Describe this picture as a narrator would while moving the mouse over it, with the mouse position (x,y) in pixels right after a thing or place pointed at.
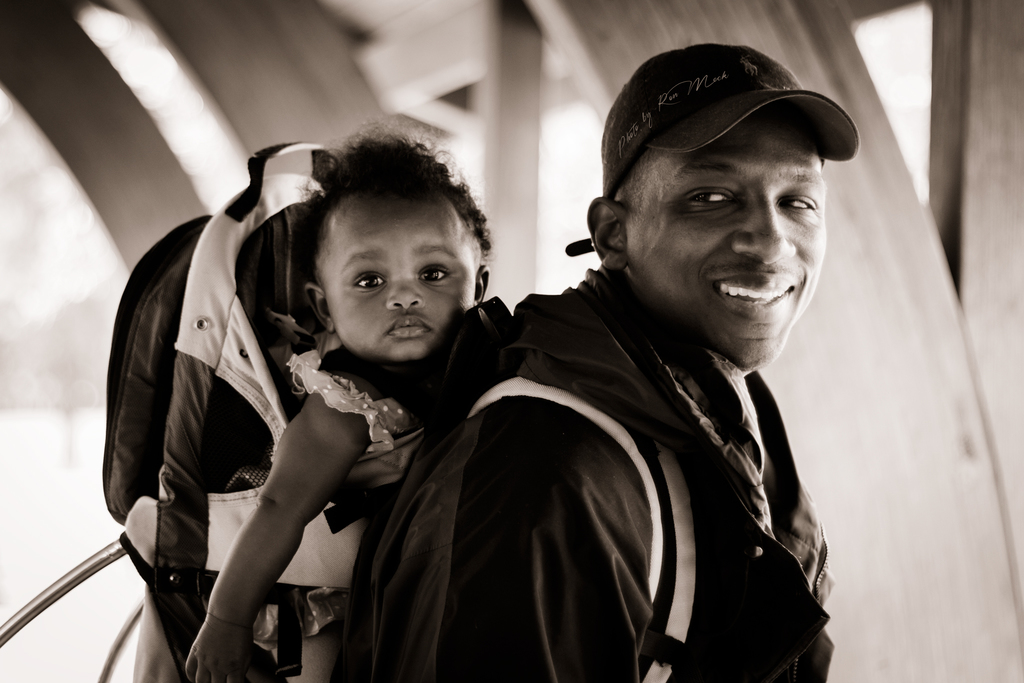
In this image I can see a person (641,301) wearing hat (689,90), jacket (632,505) and bag (263,402) is smiling and I can see a child (405,369) in the bag (217,552). In the background (108,320) I can see few blurry objects (415,111).
